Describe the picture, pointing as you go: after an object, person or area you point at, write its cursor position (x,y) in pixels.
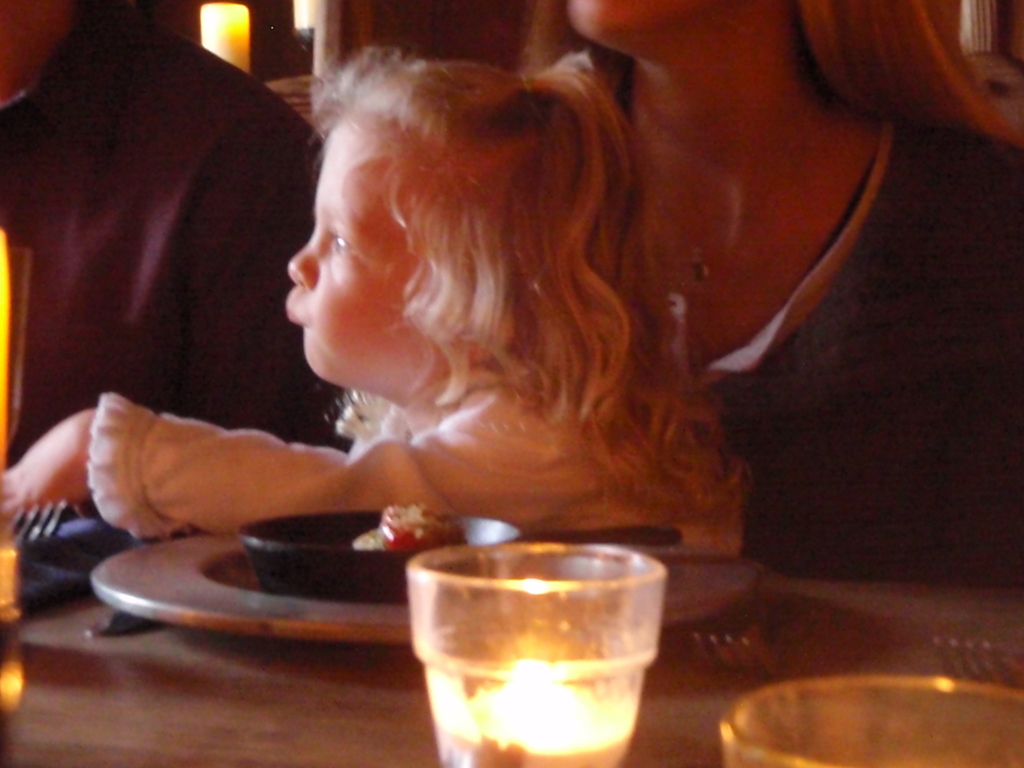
In this picture we can see three persons (400,431) and in front of them on table (933,611) we can see a plate (178,544), forks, glasses (420,655), bowl (282,529) with a food (410,516) in it and in the background (250,56) we can see a candle (233,20).
